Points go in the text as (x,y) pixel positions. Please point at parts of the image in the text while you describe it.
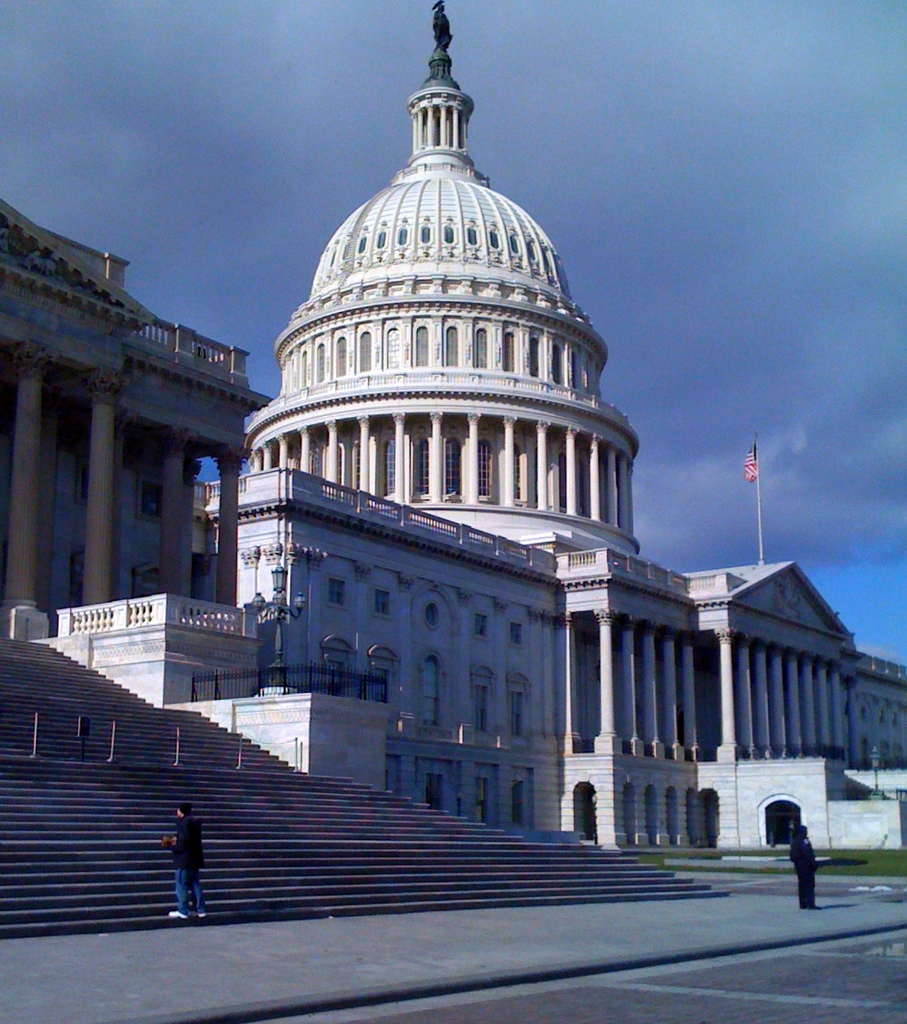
In this picture there is a white house (474,710) in the image. On the front side (327,893) there are some steps (194,811) on which a man (188,883) wearing black color t-shirt (192,848) standing and on the right side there is a american flag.
